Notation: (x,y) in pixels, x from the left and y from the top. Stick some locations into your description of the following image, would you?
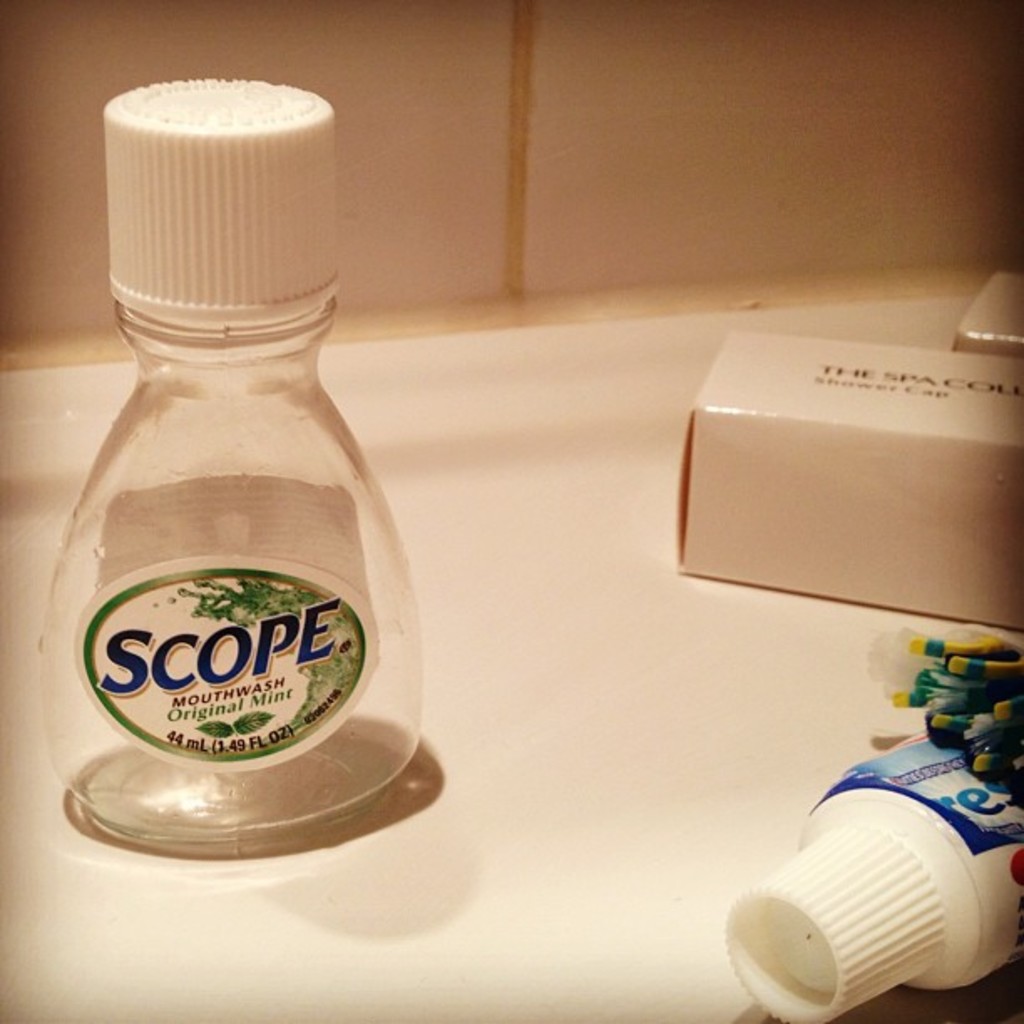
This is the picture of the mouth wash bottle (268,473) which has a white lid (193,170) and also we can see the shower cap box (1004,552).
